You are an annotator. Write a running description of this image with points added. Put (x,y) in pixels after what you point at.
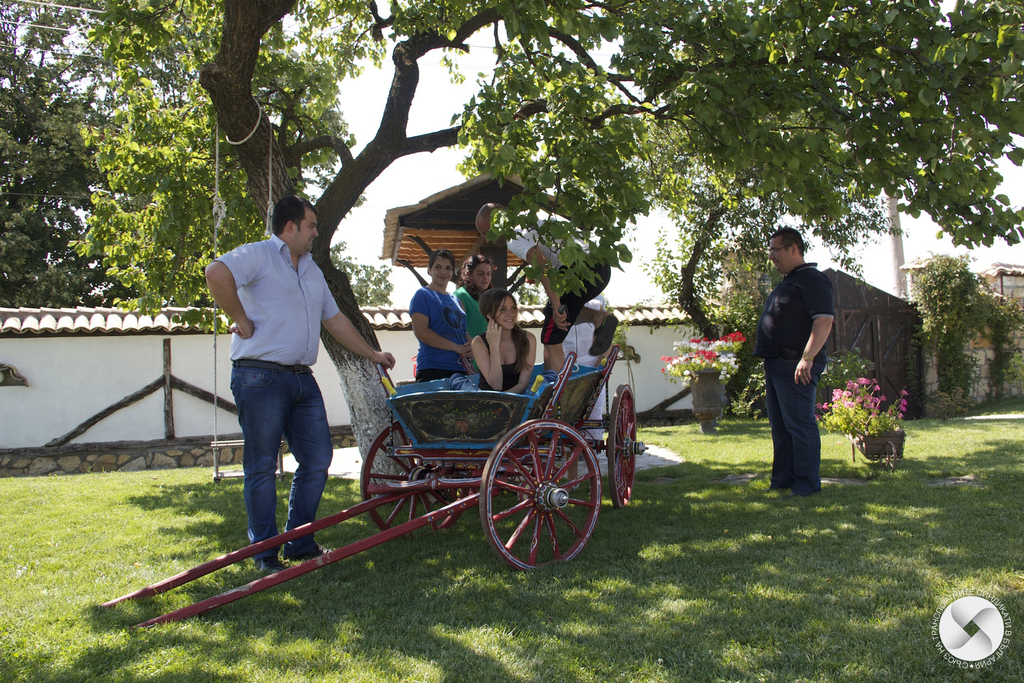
There is a cart (306,530). On the cart (363,497) a lady (493,336) is sitting and a person (548,323) is standing. Near to the cart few people (440,314) are standing. On the ground (692,537) there is grass (752,547). There are pots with plants (719,359). In the back (212,361) there is a wall (167,394). Also there is a swing (216,471) tied with rope (217,140) on a tree (261,147). In the back (299,173) there are many trees (532,138). In the background (453,110) there is sky (885,277). And there is a watermark (971,647) in the right bottom corner (956,638).
